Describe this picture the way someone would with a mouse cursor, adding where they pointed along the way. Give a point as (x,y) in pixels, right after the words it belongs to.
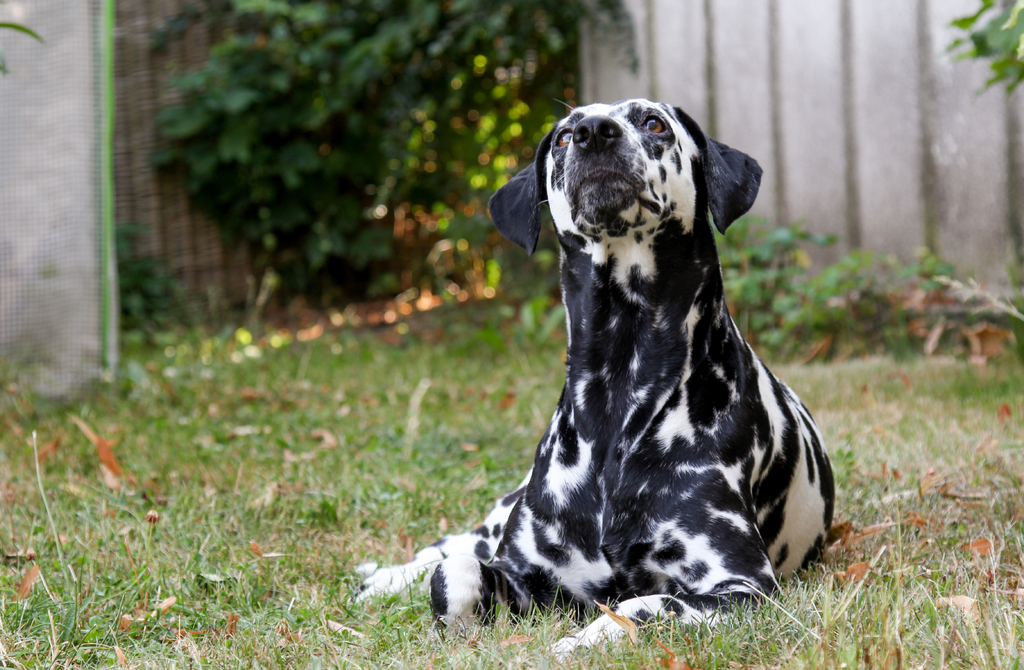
In this picture I can see there is a dog (557,648) sitting on the floor (291,431) and there is grass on the floor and there are plants (328,188) and a wall (846,153) in the backdrop (211,238).
